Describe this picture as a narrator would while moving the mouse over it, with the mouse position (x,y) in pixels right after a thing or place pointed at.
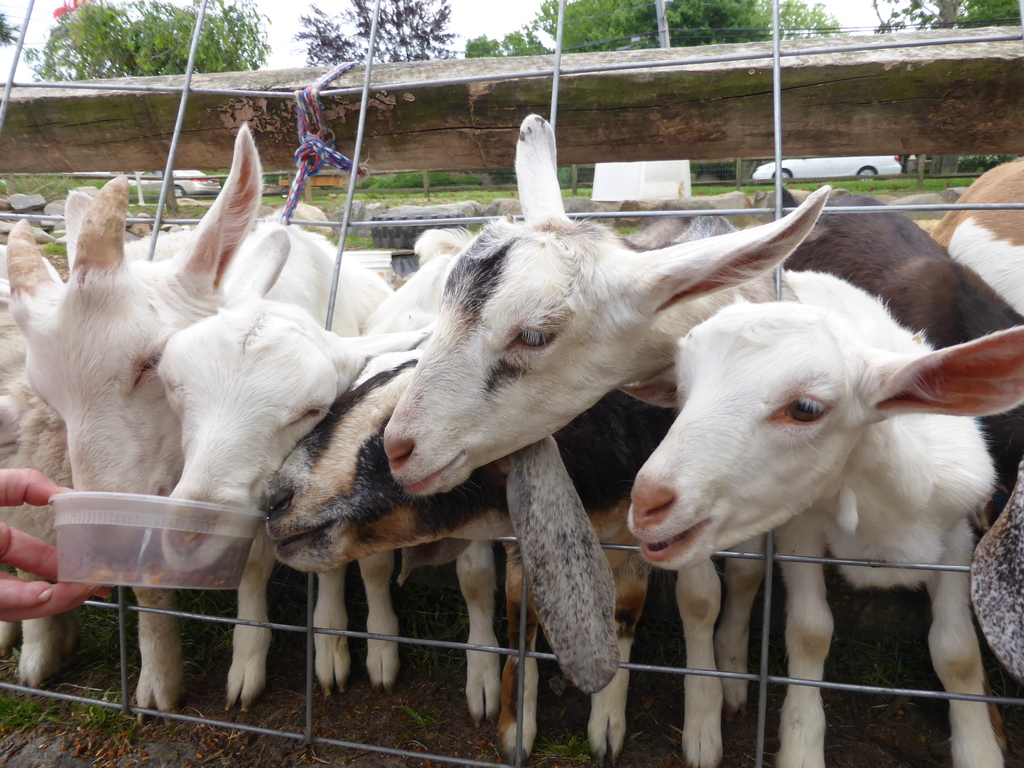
In this image there is a person's hand (99,588) holding a plastic bowl (150,525) with food (155,567) is feeding the goats (337,483) inside a closed mesh fence (775,99) with wooden stick (457,131) at the top (447,162), in the background of the image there are rocks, cars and trees (641,9).
